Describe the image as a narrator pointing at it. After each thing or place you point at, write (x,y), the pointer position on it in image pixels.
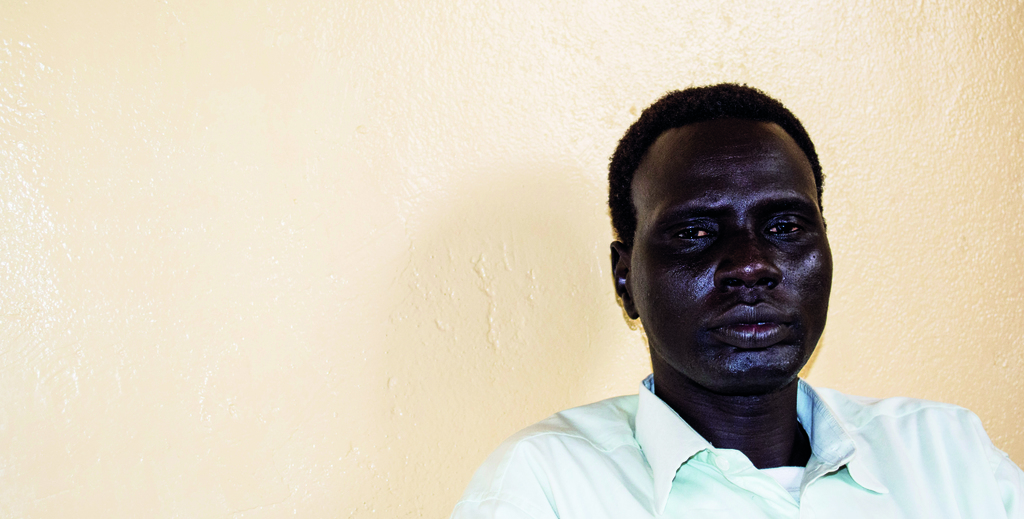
In this picture there is a man (720,442) wore shirt (718,457). In the background of the image (398,231) we can see wall (435,174).
